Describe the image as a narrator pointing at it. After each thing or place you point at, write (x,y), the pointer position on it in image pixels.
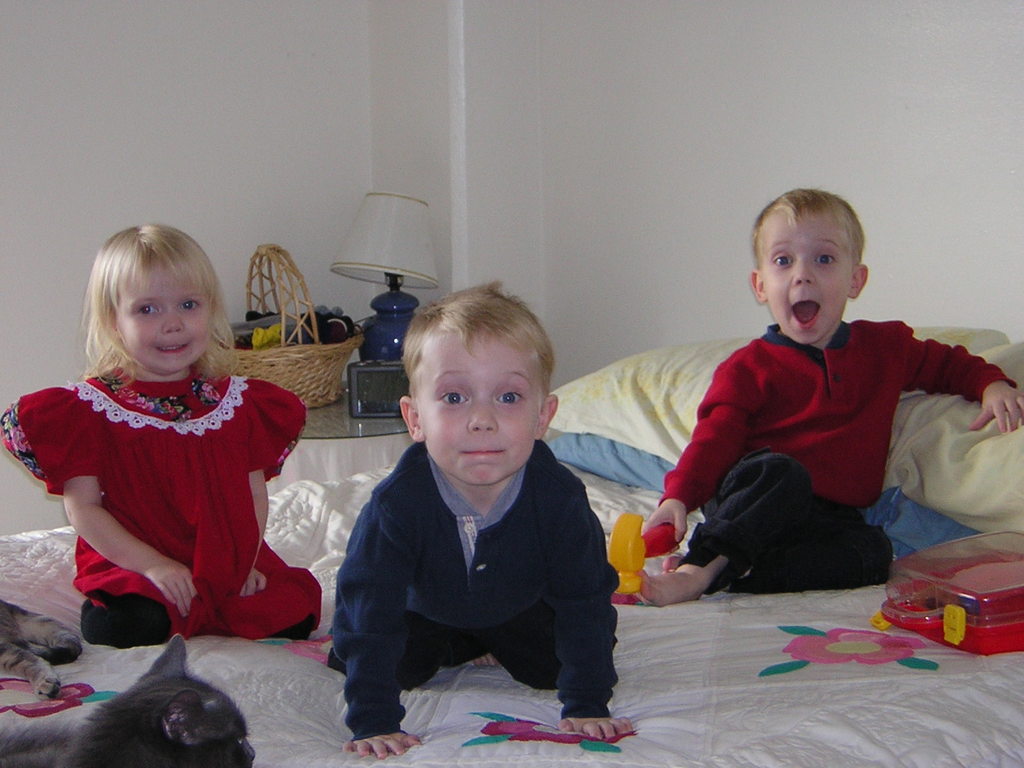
In this image we can see kids (44,430) on the bed (683,613). At the bottom left corner (156,744) there are cats (106,706). In the background (190,128) we can see basket (317,345), light (372,262), pillows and wall (644,127).
